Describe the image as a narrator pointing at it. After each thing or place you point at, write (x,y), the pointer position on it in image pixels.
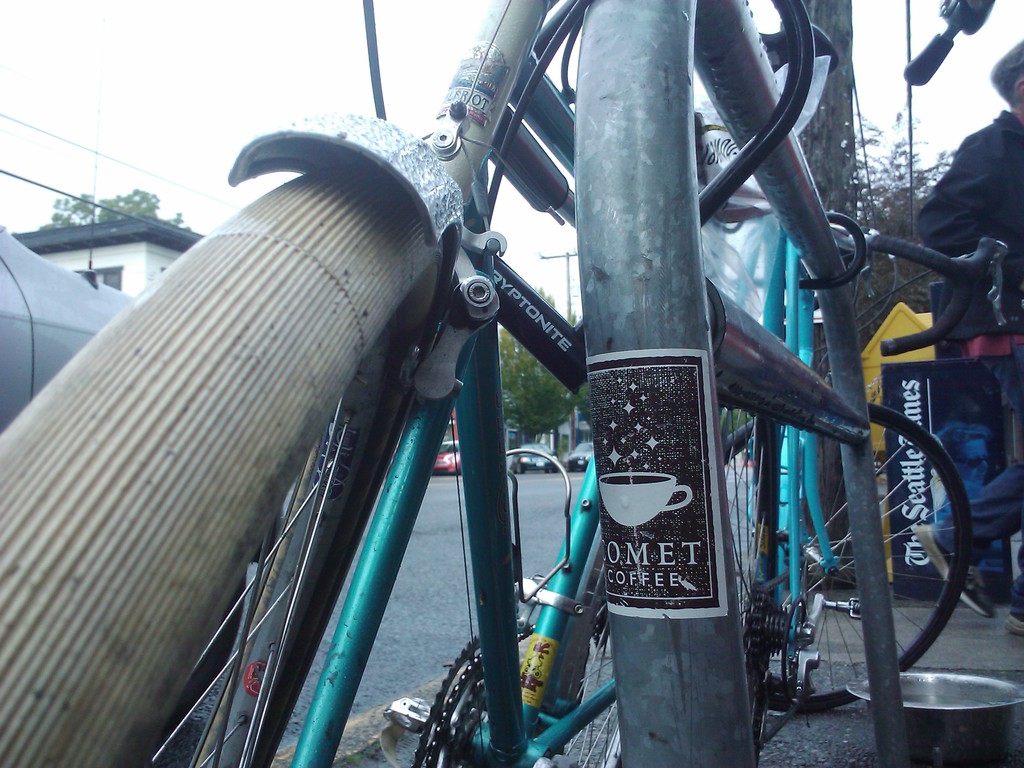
In this picture I can see bicycle (471,516). I can see trees (556,423) and cars (548,468) on road (548,478). I can see a person (1022,307) on the right hand side (1003,303). I can see houses (112,248) on left hand side (70,236).
